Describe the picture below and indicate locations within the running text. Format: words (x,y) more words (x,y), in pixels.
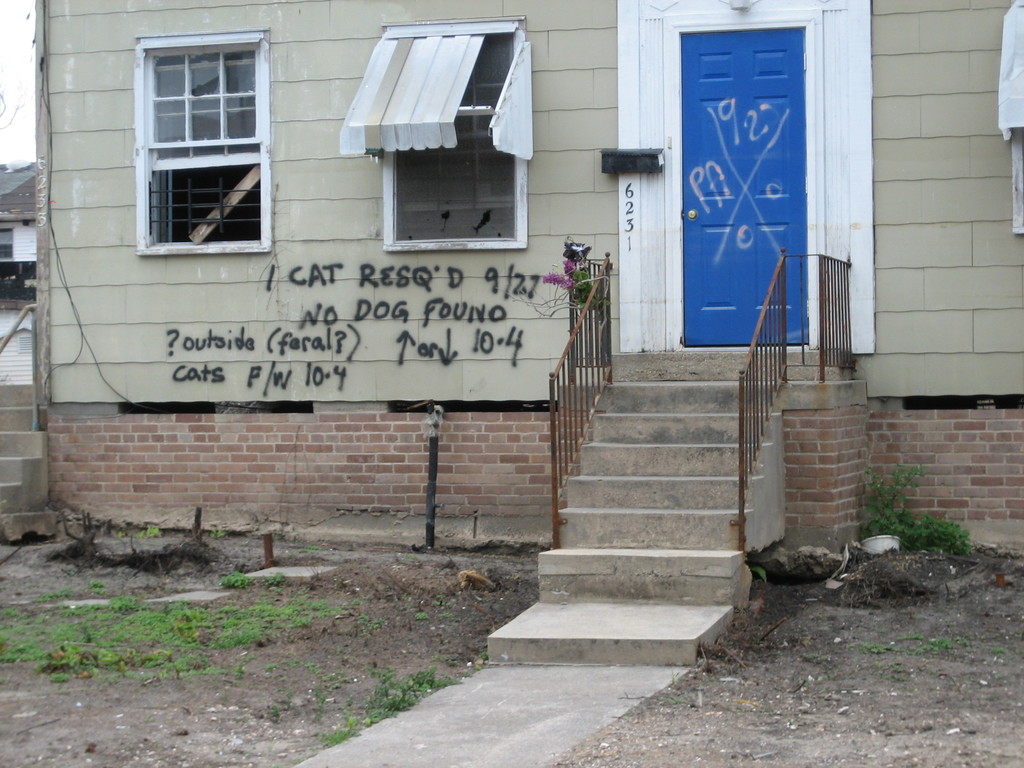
In this picture I can observe a building (659,284). In the middle of the picture (566,391) I can observe small staircase (603,440) and a blue color door (702,159). I can observe black color text (325,304) on the wall (192,311) of the building (325,304).
